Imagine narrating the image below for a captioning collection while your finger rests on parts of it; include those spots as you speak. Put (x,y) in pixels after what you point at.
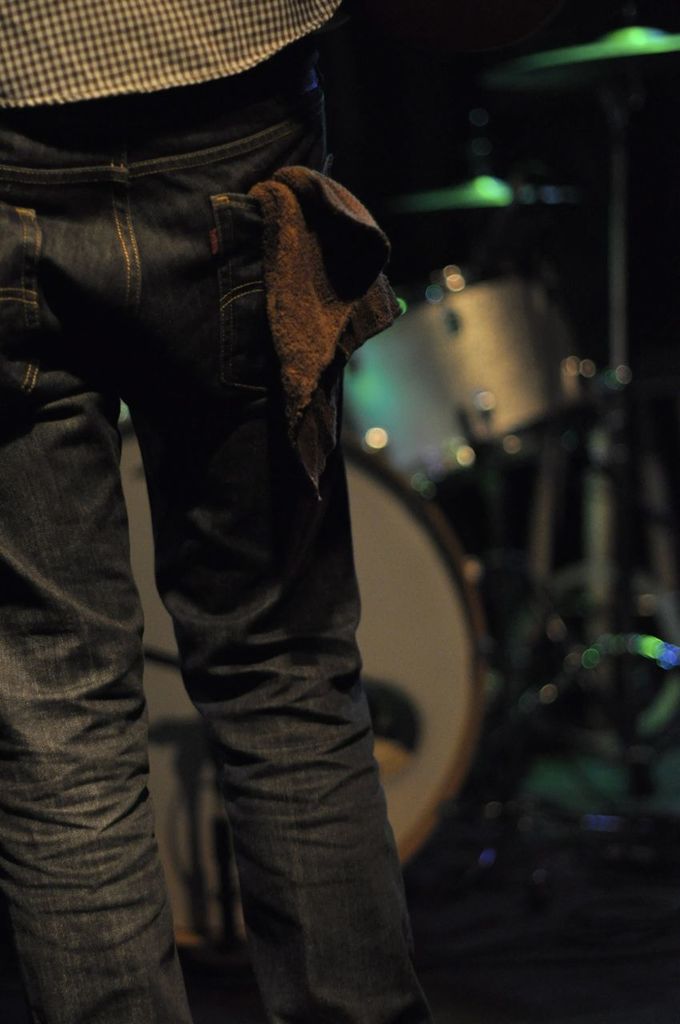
In this picture I can see a person (183,504) is standing. The person (156,271) is wearing a pant (185,386). In the background (354,444) I can see musical instruments (550,510).
